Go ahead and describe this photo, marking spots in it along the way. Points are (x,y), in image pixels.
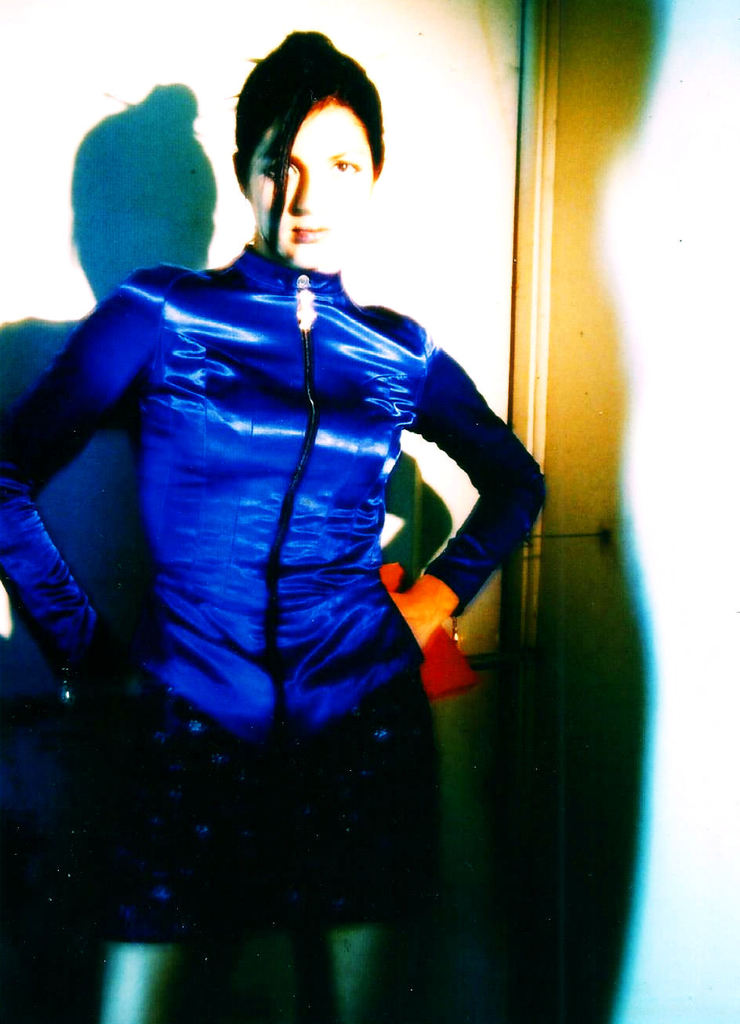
In this image there is a woman (385,606) standing. Behind her there is a wall (449,198). There is a shadow (100,247) of her on the wall (80,262).
